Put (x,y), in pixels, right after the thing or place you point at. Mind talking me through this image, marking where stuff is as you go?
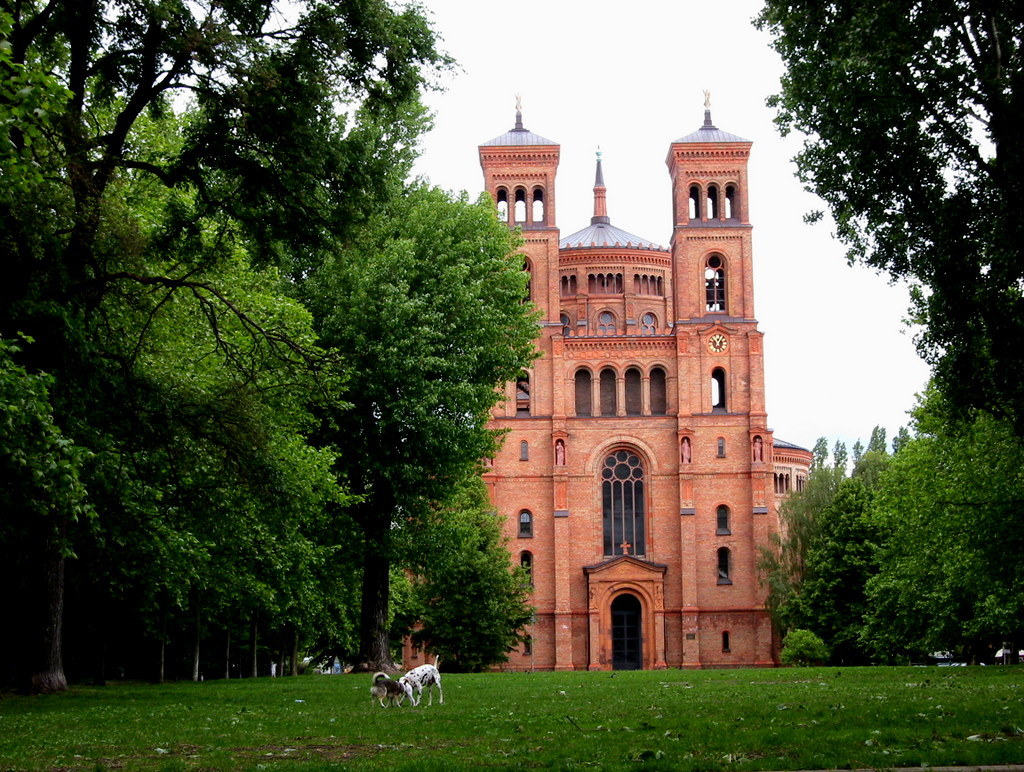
In this image on the ground (475,751) there are two dogs (409,681). On either sides there are trees (912,257). In the background (676,337) there is a building (682,479). The sky (667,232) is clear.
